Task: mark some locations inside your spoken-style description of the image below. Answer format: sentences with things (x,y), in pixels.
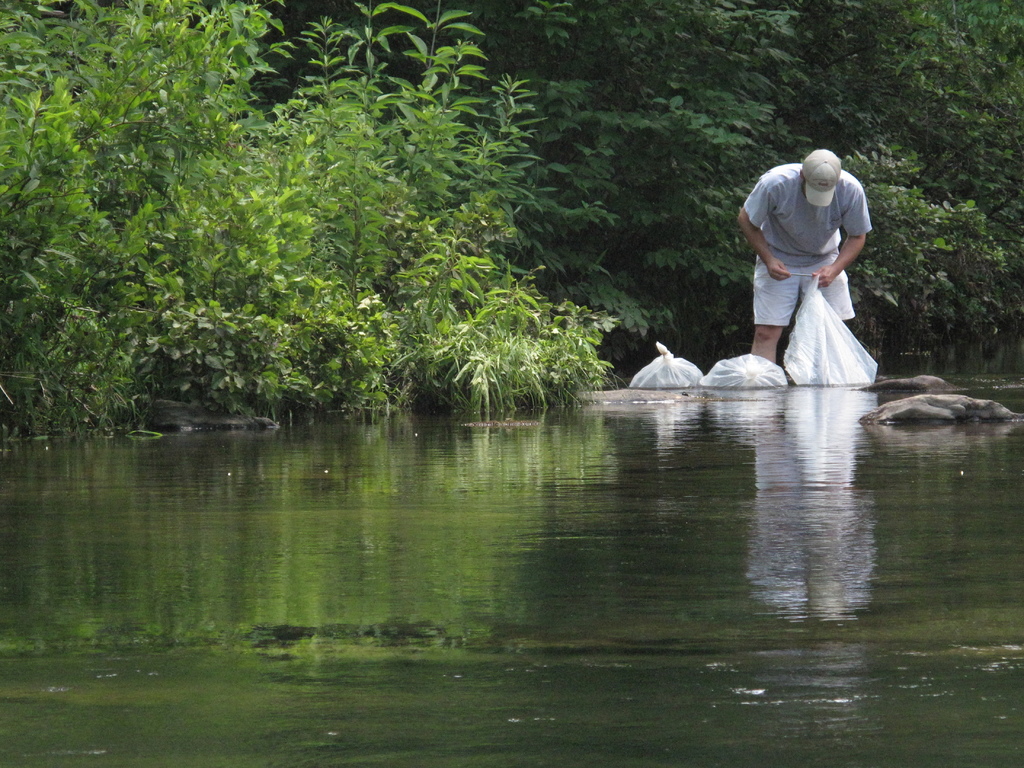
In this image we can see a man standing holding a cover (868,376). We can also see some covers (691,365) beside him, some stones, a water body (637,550), some plants (328,358) and a group of trees (711,165).
